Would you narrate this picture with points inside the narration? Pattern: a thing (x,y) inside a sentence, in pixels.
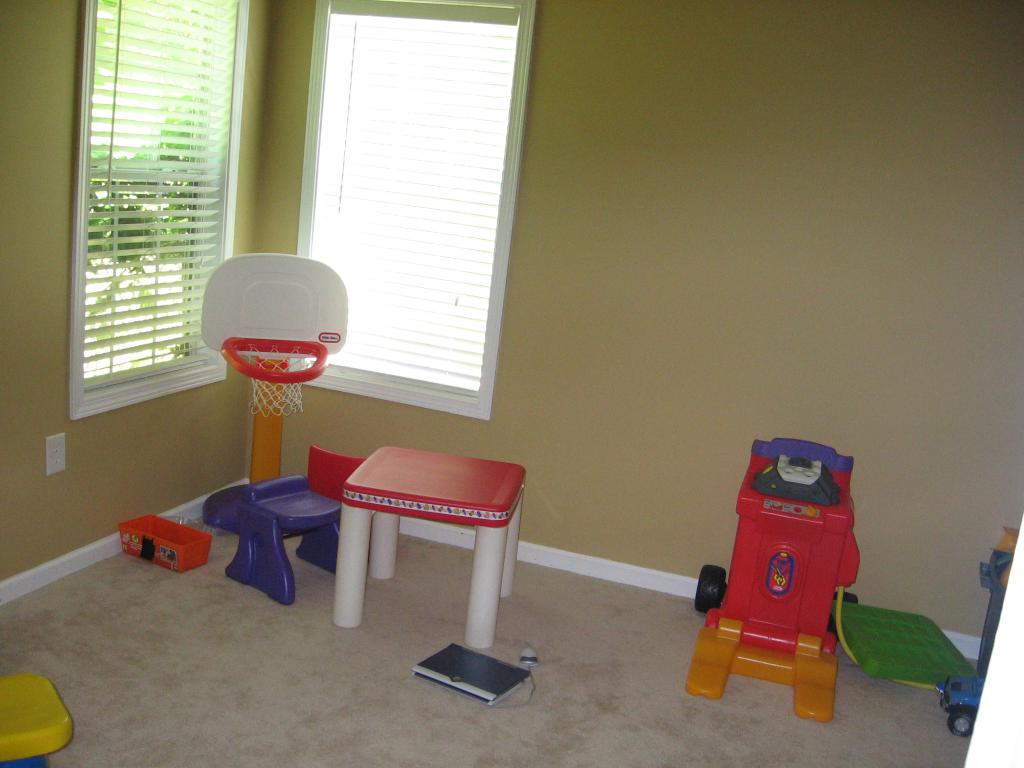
In this image I can see a toy (743,560), a table (503,534), a basketball goal post (274,359), the floor (214,646), the wall (616,270), the window blind (423,219) and a window (188,112) through which I can see few trees (175,206) and I can see a switch board (49,471) to the wall (74,446).
